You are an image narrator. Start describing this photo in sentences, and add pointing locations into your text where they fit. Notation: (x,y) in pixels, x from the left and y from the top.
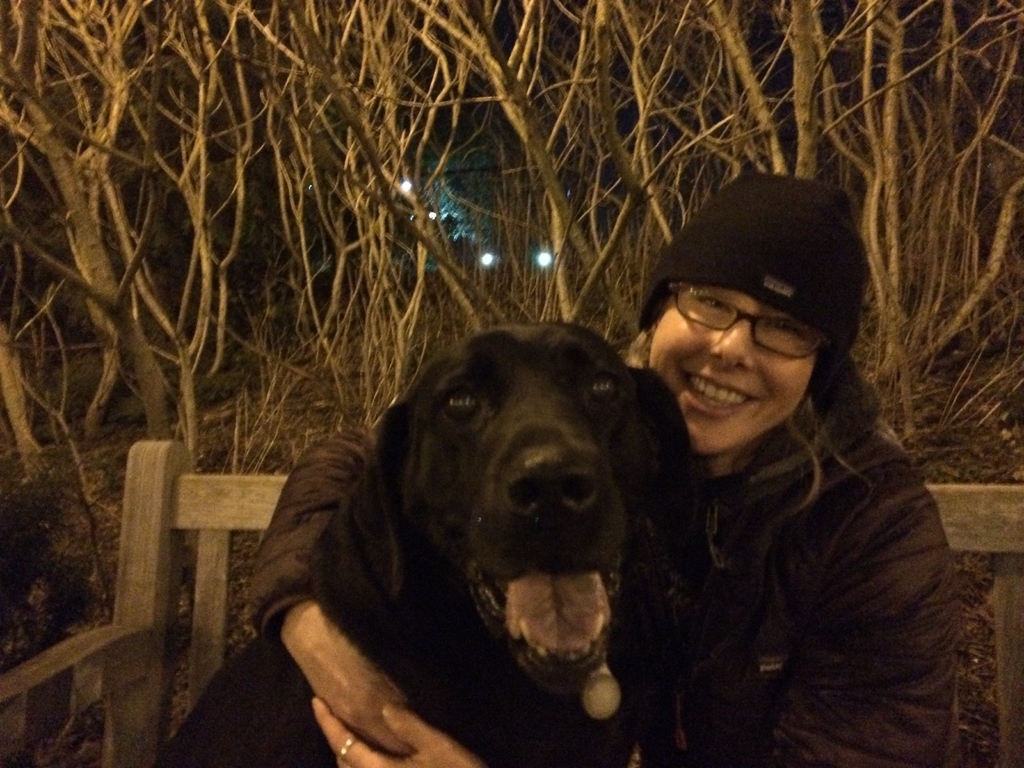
As we can see in the image, there is a woman (909,490) and black color dog (471,564) sitting on bench (220,497). Behind them there are a lot of dry trees (757,96).
